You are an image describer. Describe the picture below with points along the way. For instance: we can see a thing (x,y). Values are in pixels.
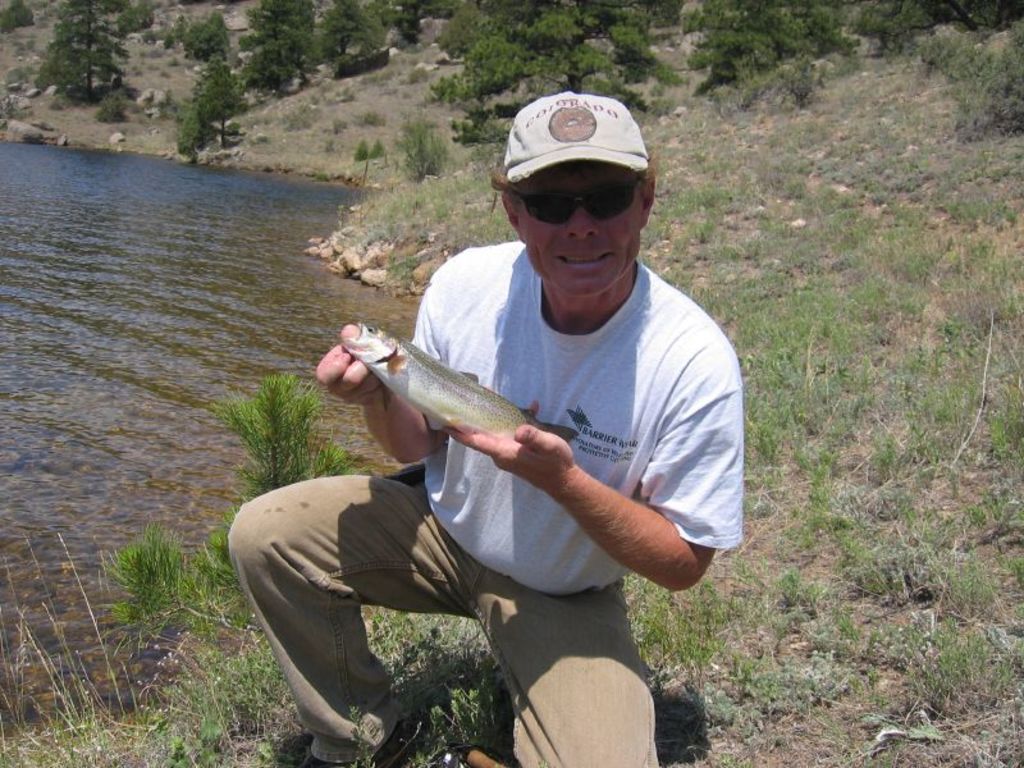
In this image I can see a man (523,360) is holding a fish (458,407) in hands (554,483). The man (534,307) is wearing a cap (521,169), shades (570,206), a white color t-shirt (596,424) and a pant (417,549). In the background (440,192) I can see the grass (752,360), water (292,322) and trees (221,76).
